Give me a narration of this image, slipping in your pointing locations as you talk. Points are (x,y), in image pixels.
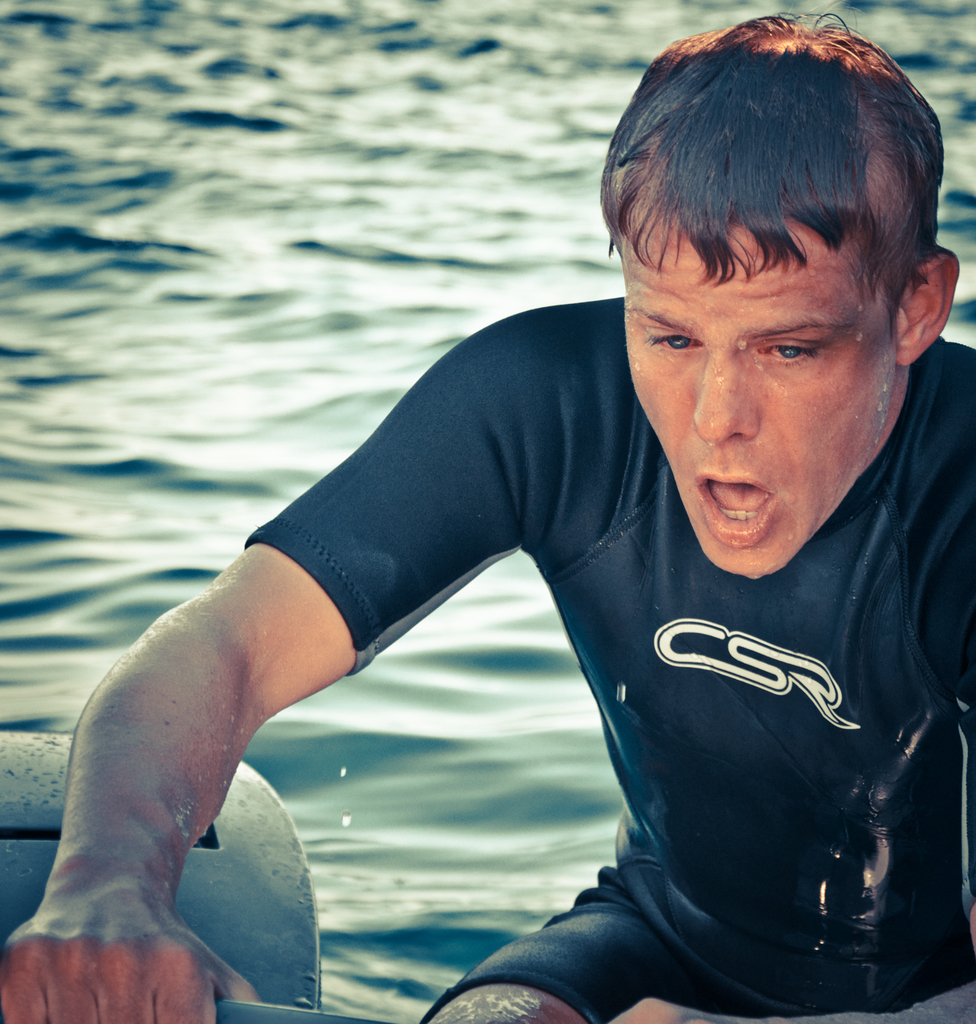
In this image we can see a person (581,923) holding in the hand (231,985). In the background (144,170) there is water (125,188). Near to him there is an object (235,850).
